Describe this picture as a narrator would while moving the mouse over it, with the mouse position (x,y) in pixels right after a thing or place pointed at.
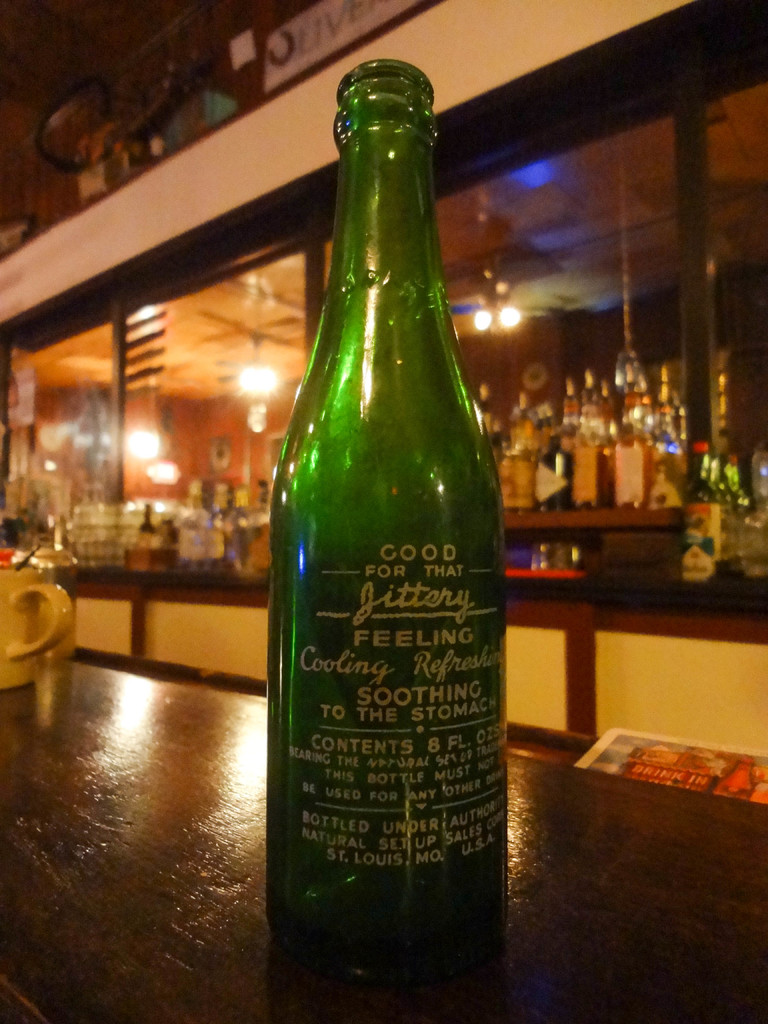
There is a bottle (377,892) in the middle of the image (441,607) and left side (55,591) there is a cup (34,664). There is a bar unit (222,554) behind the bottle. Few lights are at the backside of the image (262,406).
